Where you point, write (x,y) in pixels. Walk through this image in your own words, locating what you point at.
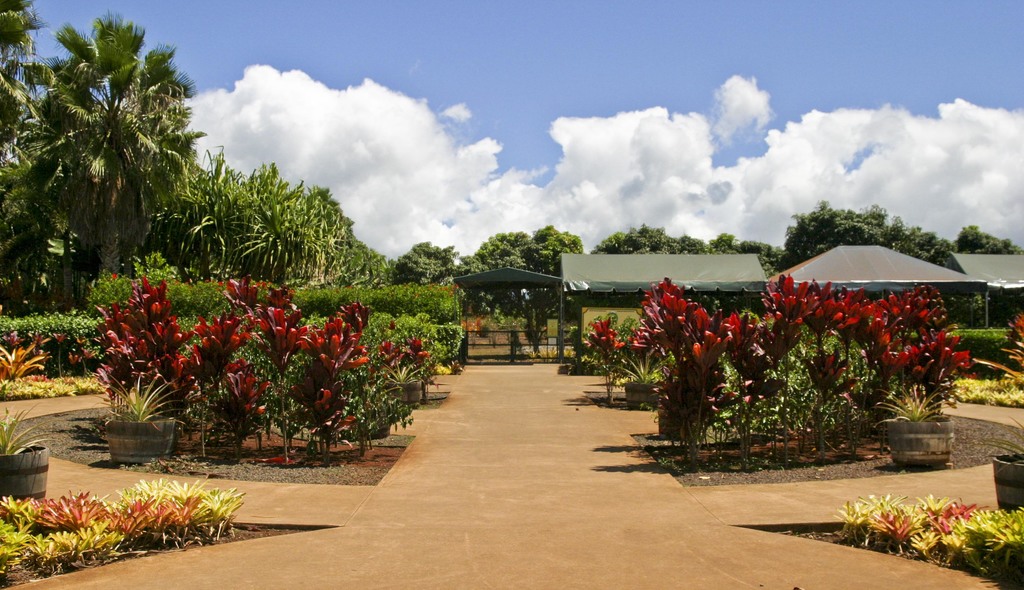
In this image I see the plants (615,331) which are of green, red and yellow in color and I see the path (458,406). In the background (412,274) I see the trees (68,170), sheds (719,258) over here and I see the sky (671,152) which is of white and blue in color.
